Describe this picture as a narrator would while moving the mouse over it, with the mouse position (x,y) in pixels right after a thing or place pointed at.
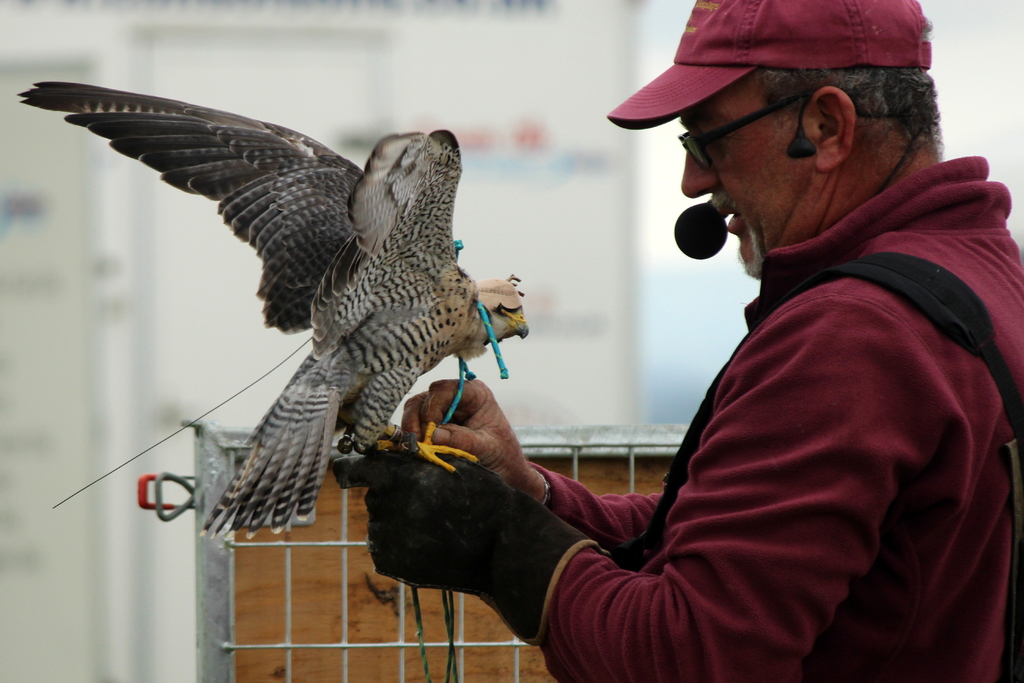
In this picture there is a man (843,287) who is wearing cap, spectacle (708,164), mic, gloves (395,572) and jacket (877,553). On the left (263,204) there is a falcon (424,310) who is standing on the hands (484,526). Beside him I can see the steel box (343,621) and fencing (433,635). In the background (567,292) I can see the blur image.
